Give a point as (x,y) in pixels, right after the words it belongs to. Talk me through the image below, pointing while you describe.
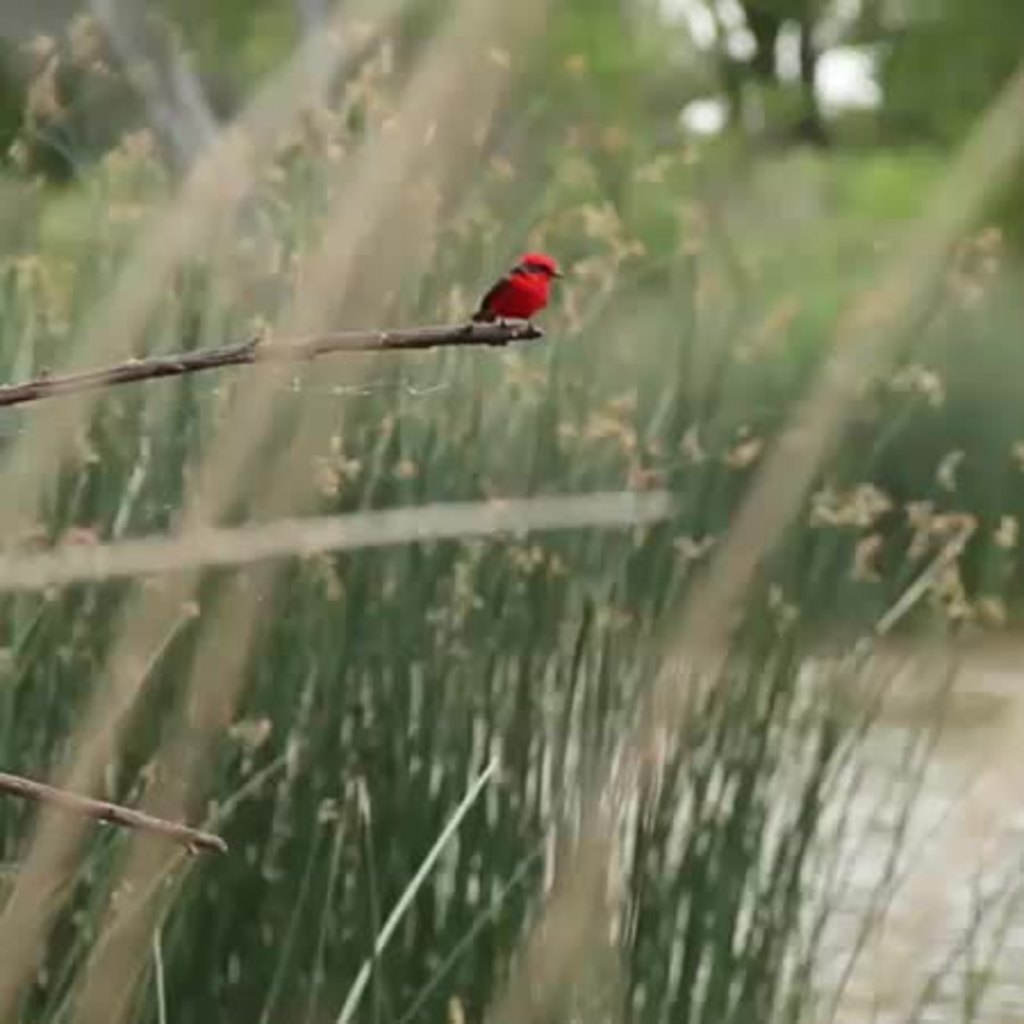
This image is taken outdoors. At the bottom of the image (776,968) there is a grass (491,739). In the background (380,472) there are a few trees (751,136) and plants (586,407). In the middle of the image (484,345) there is a bird (527,308) on the stem (16,395).
